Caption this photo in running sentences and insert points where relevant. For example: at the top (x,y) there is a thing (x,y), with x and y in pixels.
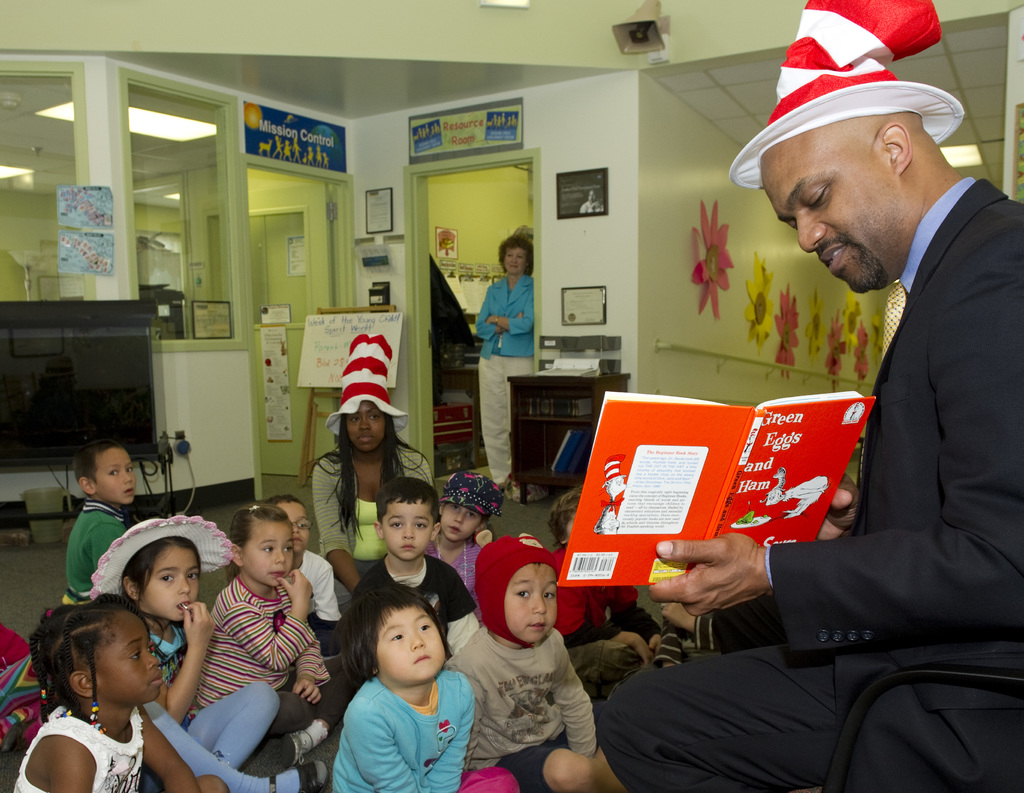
In this image we can see a man (931,548) sitting on a chair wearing a hat (933,121) and holding a book (704,480). We can also see a group of children (439,658) and a woman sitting on the floor (37,580). On the backside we can see a television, some wires (171,473), boards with some text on it, a woman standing beside a door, some frames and pictures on a wall (804,391), window (222,146), a container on the floor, some papers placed on the cupboard (592,396) and a roof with some ceiling lights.
